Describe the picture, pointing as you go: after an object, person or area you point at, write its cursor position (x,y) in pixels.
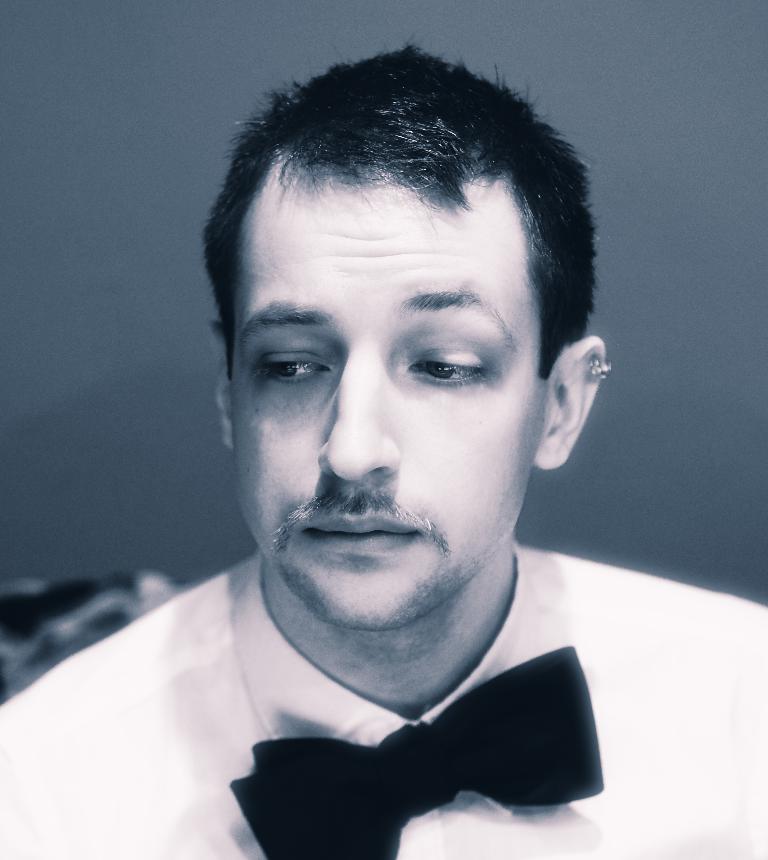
In this image we can see a black and white picture of a person (376,645).
